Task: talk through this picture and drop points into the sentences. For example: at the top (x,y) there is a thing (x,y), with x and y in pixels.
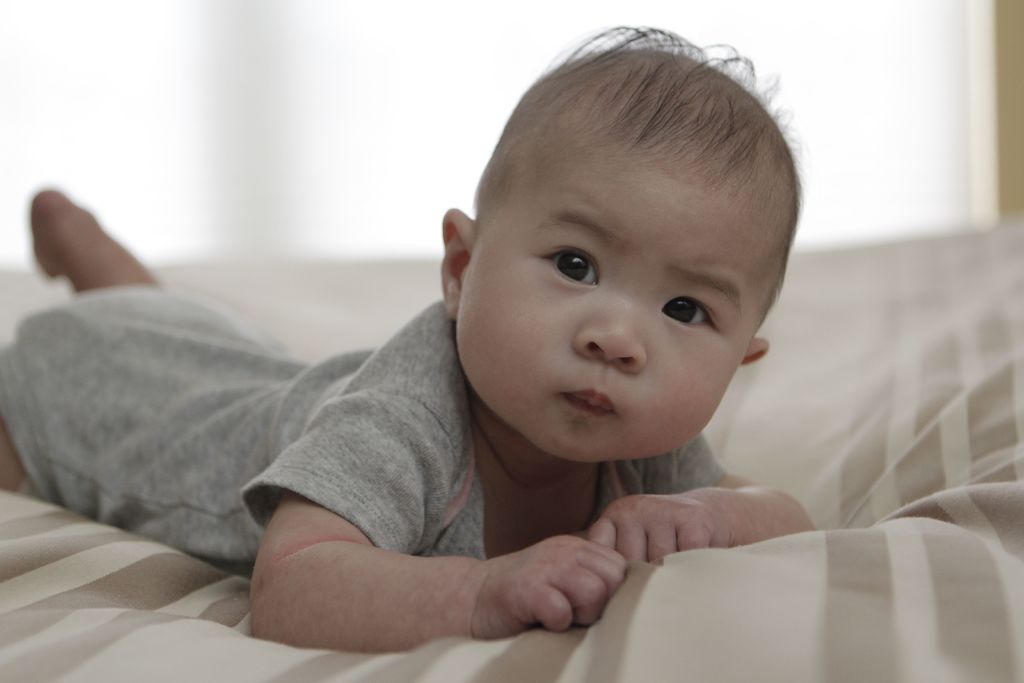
There is a baby (7,383) lying on bed (692,591).
